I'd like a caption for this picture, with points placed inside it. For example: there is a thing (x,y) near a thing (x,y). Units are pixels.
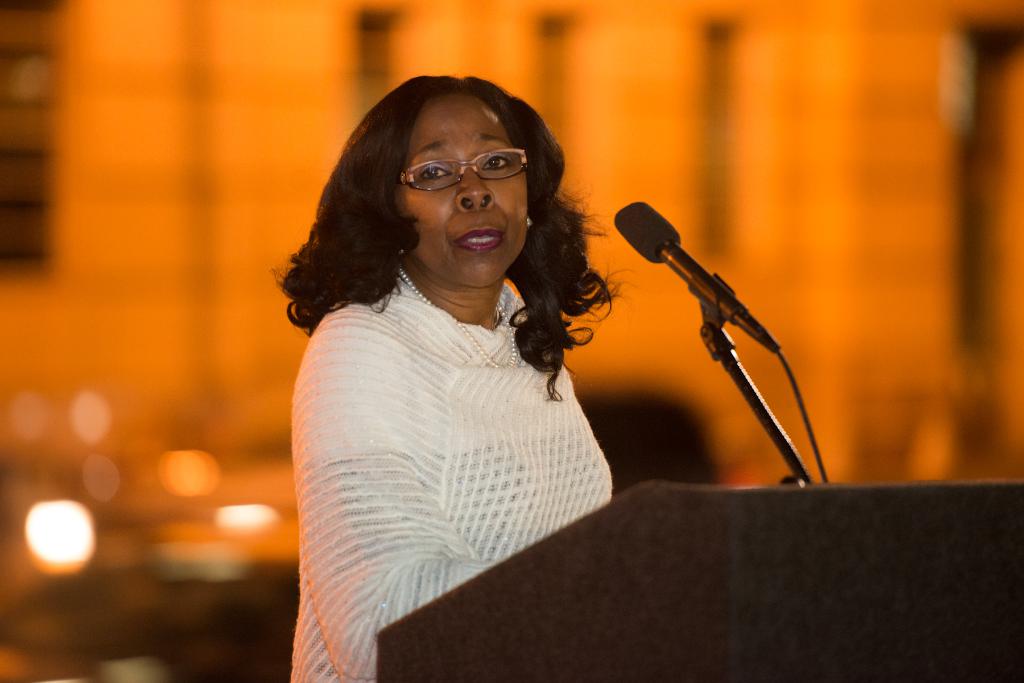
In this image we can see a woman (459,244), mike (700,265) and podium (800,575).
